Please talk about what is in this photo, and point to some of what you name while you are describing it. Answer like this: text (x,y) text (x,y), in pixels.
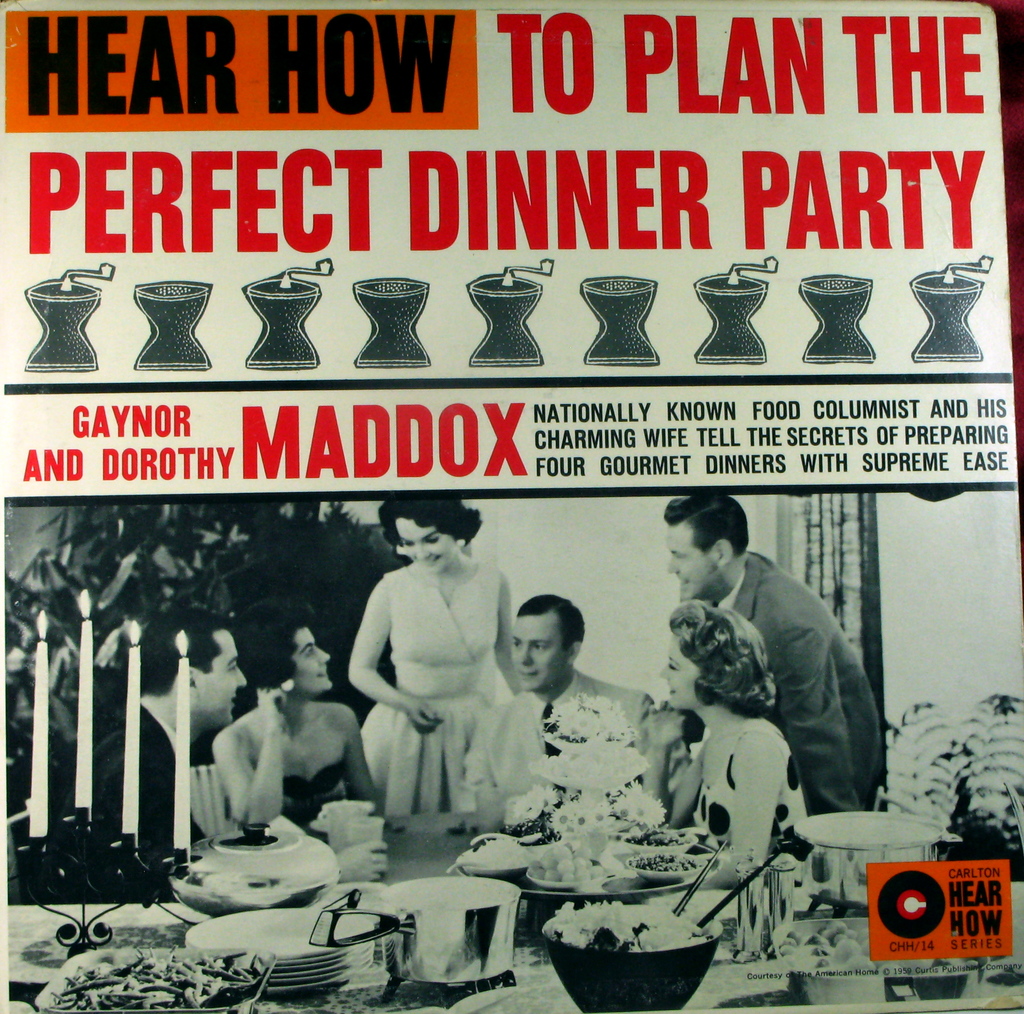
In this image we can see a poster (530,295). There is text (89,56). At the bottom of the image (396,879) there are depictions of persons (444,728) and other objects (274,925).
